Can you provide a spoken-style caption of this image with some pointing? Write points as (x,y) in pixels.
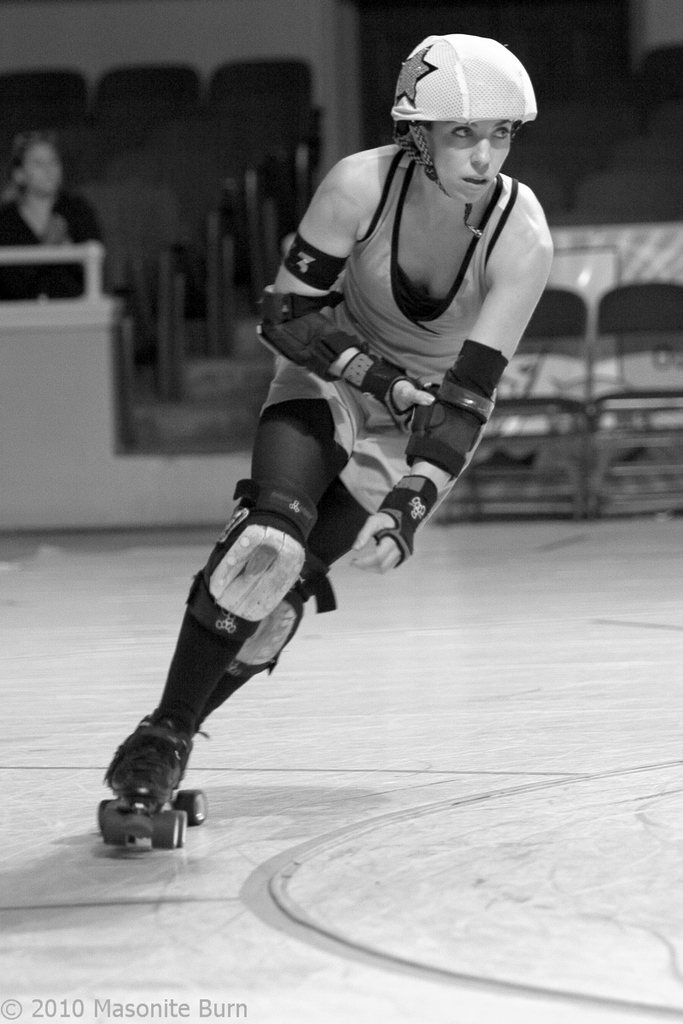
In this image we can see a person (293,630) doing skating. Behind the person (310,323) we can see a group of chairs (140,305), a wall (63,325) and a person (99,234).
